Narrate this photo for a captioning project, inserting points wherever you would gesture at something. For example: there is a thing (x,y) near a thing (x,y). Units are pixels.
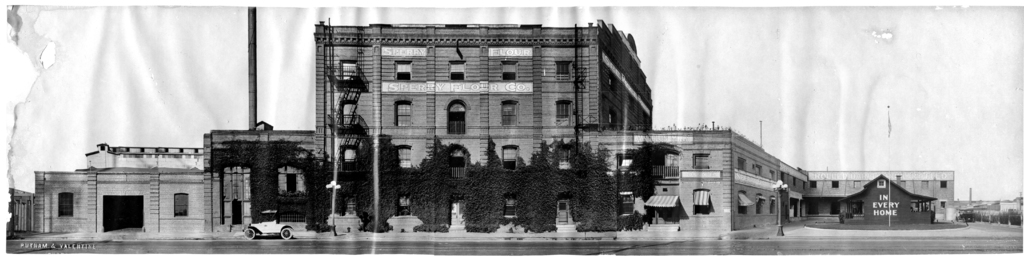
In this picture we can see buildings (247,210) and trees (322,189), there is a car (275,230) here, we can see windows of this building (456,106), on the right side (779,185) there is a pole (778,205) and lights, it is a black and white picture, at the left bottom (89,246) there is some text (74,247).
